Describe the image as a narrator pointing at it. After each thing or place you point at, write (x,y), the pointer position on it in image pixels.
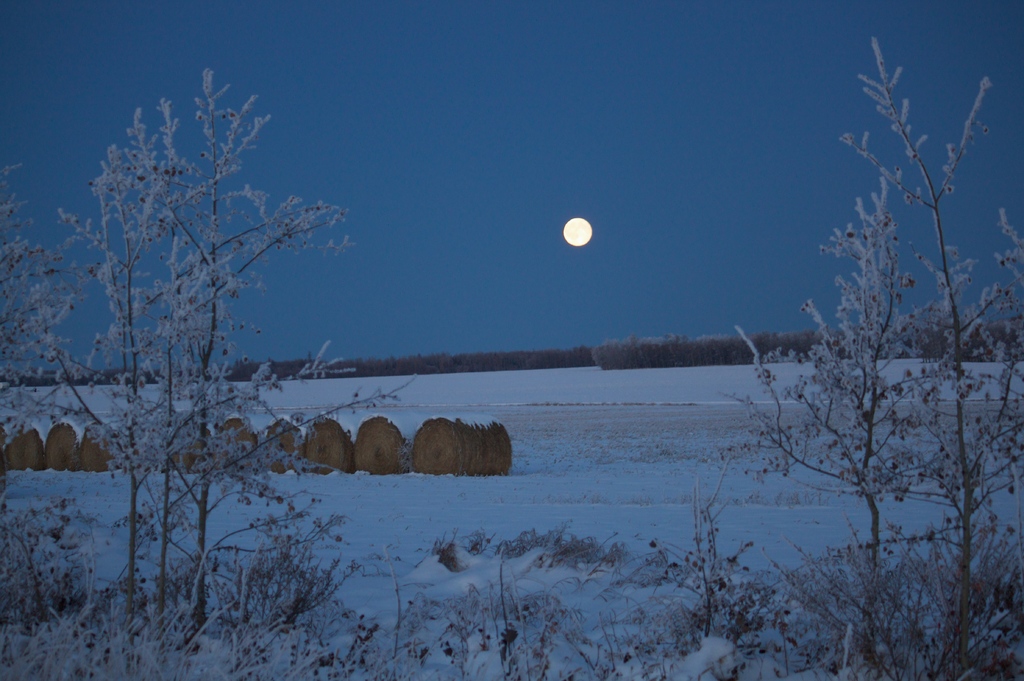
In the picture I can see trees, the snow (527,479), plants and some other objects (443,443) on the ground (412,479). In the background (509,206) I can see the moon (583,233) and the sky (445,236).
